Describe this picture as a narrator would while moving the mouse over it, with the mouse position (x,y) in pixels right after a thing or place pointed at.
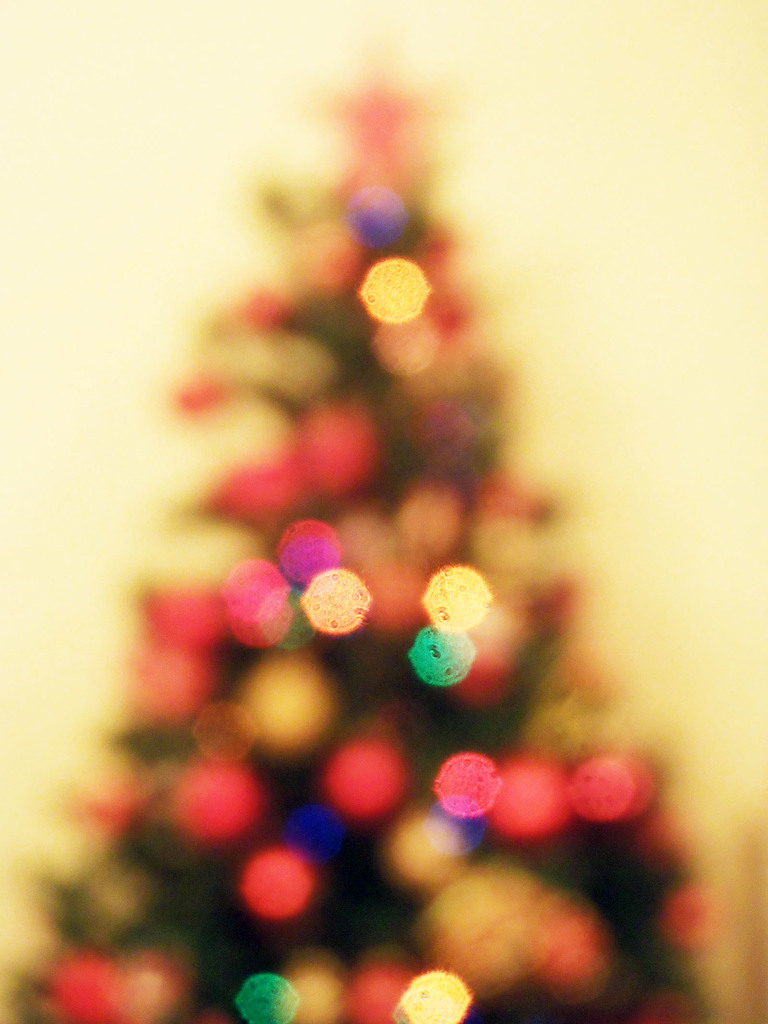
In this picture we can see a blur image of Christmas tree (323,595) and decorative objects (370,793).
